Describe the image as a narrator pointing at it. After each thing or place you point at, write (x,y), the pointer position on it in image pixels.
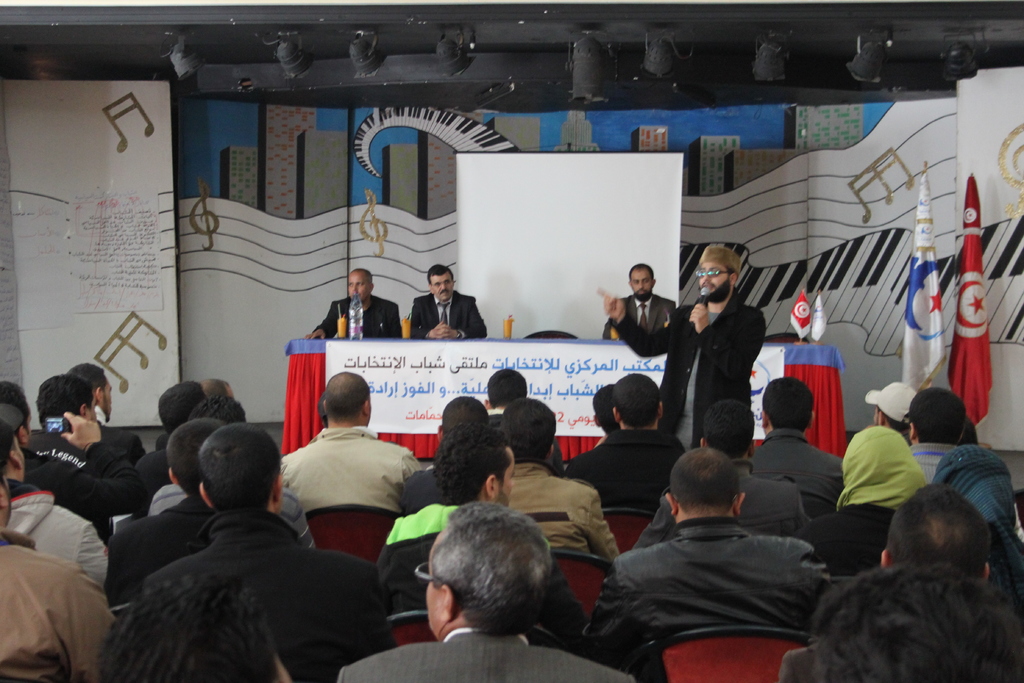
In this picture I can see a group of people (452,566) are sitting at the bottom (652,527). In the middle (681,387) a man (715,301) is speaking in the microphone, in the background (378,317) few persons (346,327) are sitting on the stage (626,358). On the right side (858,316) I can see few paintings (899,351) on the wall (769,225).
